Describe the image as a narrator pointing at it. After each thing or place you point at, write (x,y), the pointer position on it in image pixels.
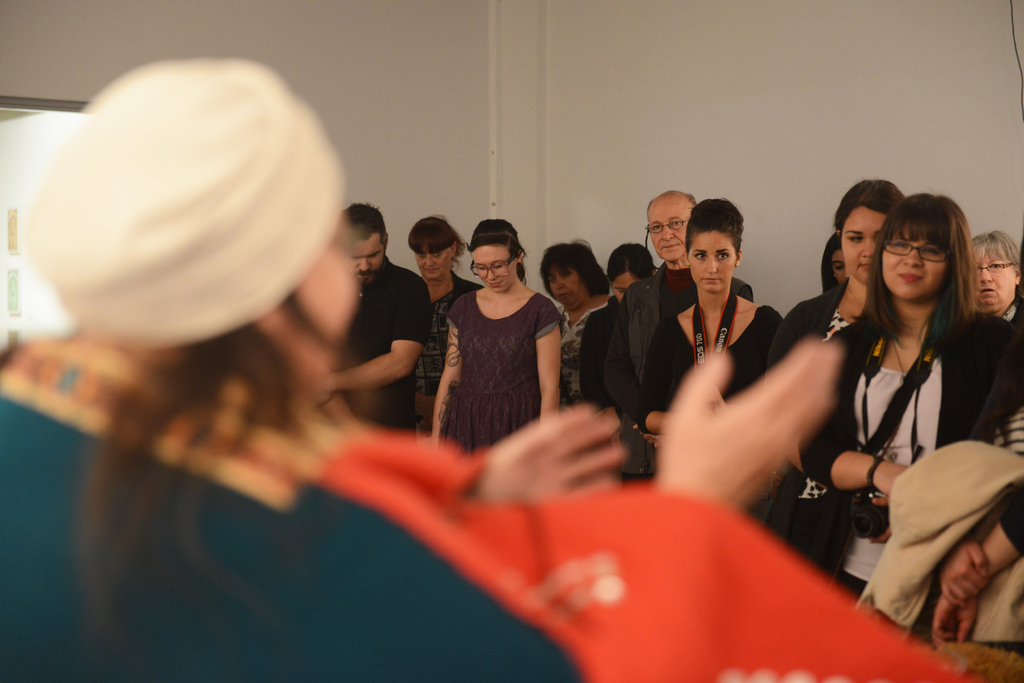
In this image we can see people (723,367) are standing, among them some are wearing spectacles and cameras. In the background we can see a wall (757,282).
